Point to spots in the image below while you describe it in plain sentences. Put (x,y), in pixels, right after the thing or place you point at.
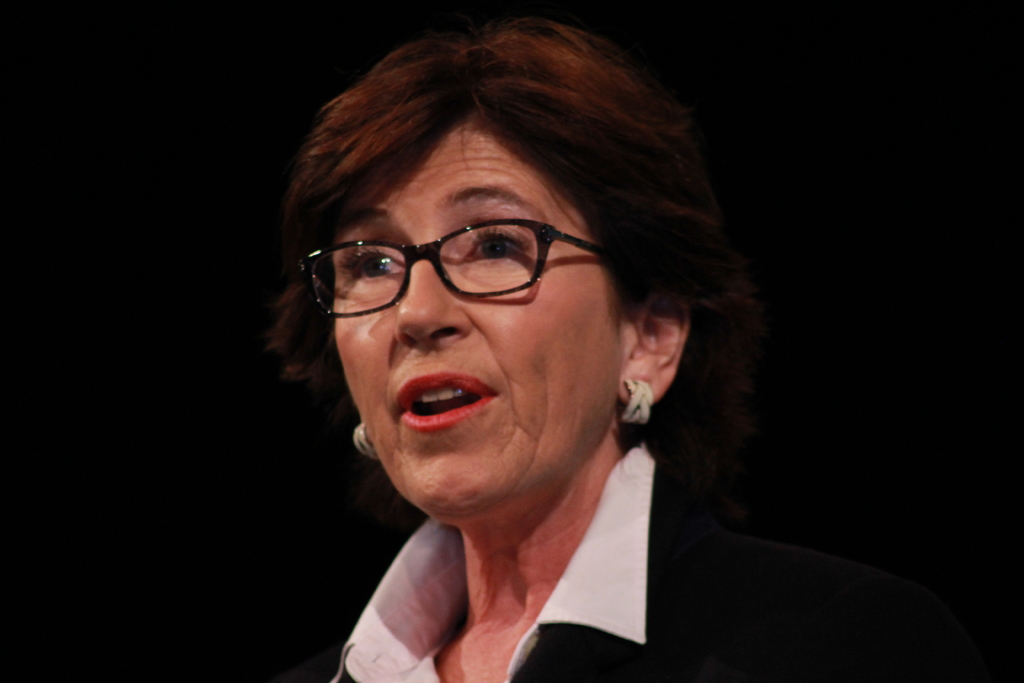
There is a woman (371,336) wore glasses (509,281). Background (890,265) it is dark.
